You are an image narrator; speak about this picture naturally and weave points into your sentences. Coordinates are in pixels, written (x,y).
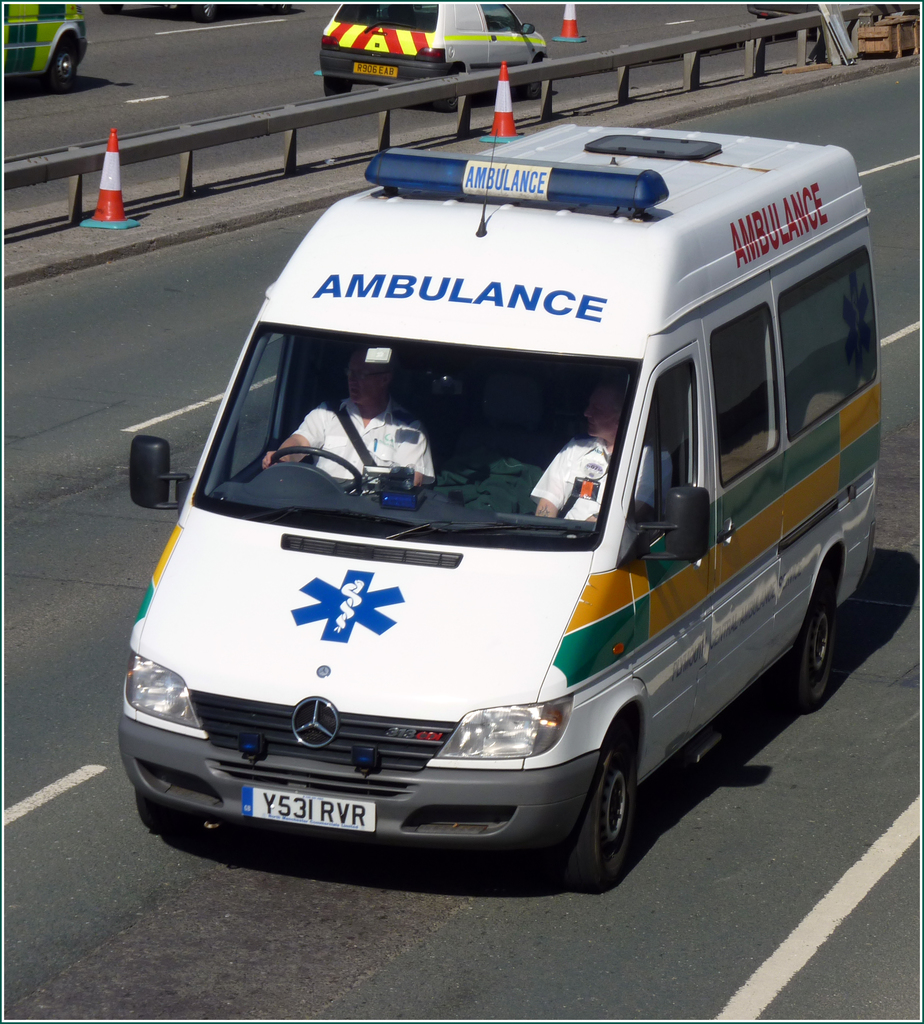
In this image I can see two persons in a vehicle (416,248). There are other vehicles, also there are cone bar barricades (108,167) and there is a railing (292,135). And in the top right corner of the image (832,32) there are some objects (848,41).
